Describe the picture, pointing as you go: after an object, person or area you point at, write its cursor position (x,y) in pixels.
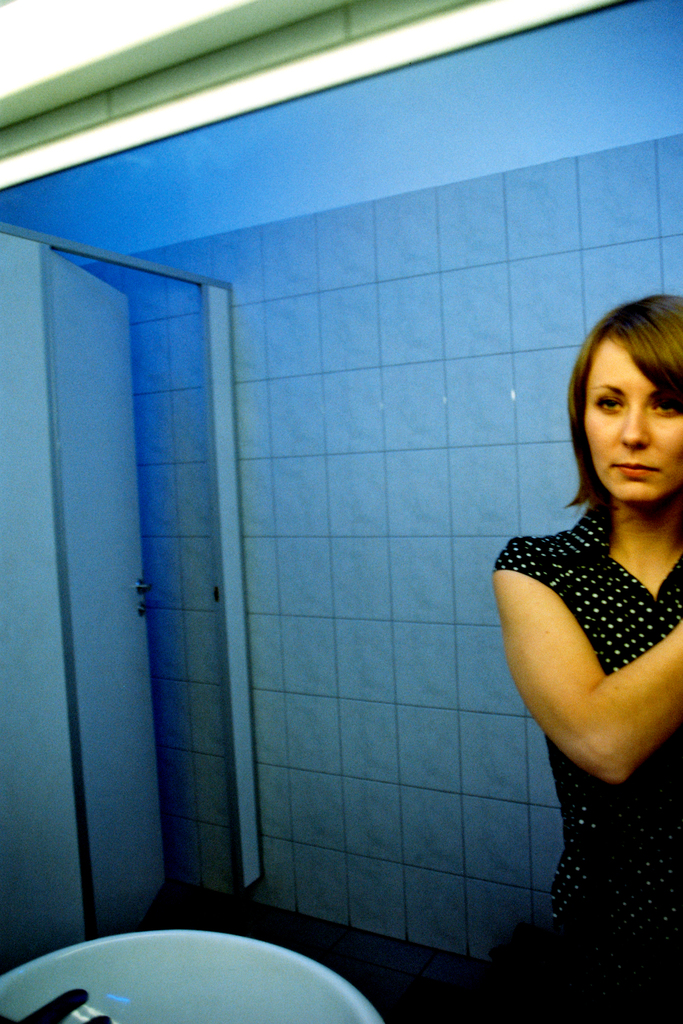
In this image we can see the reflection (605,853) of a woman (622,348) in the mirror (368,578), there is a sink (235,944) and a door (117,590). In the background (394,564) there is a wall (359,824).
